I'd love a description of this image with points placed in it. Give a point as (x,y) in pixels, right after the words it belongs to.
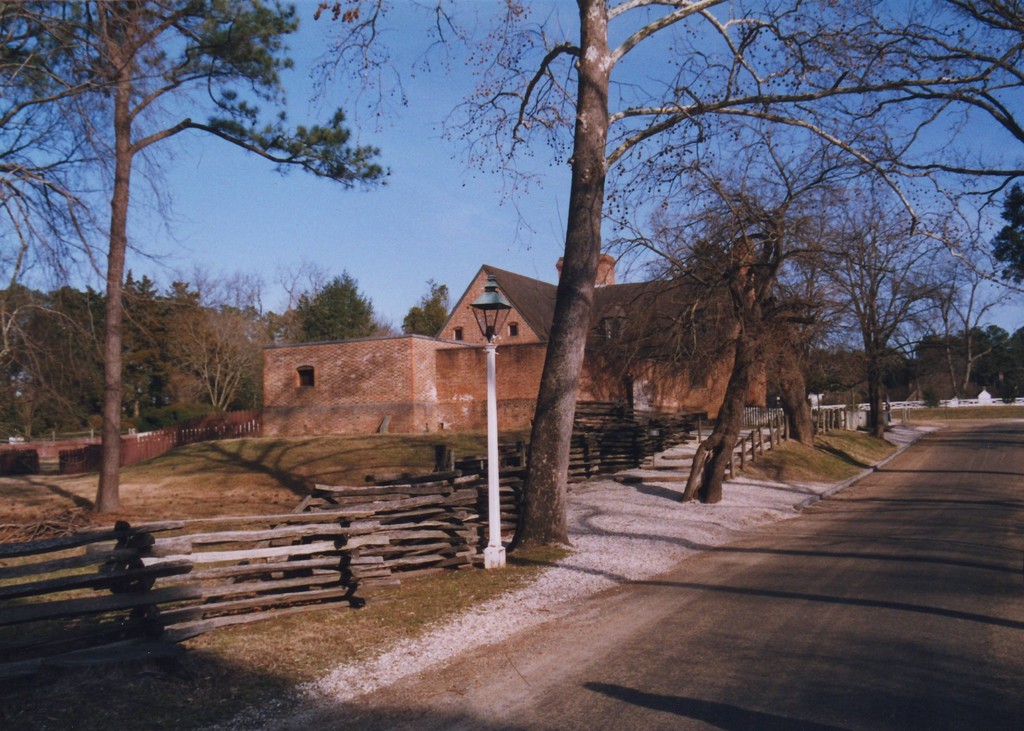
In this image, we can see the house (510,336), walls (484,368), street light (502,311), trees (973,341), fences (130,608), grass (395,468), plants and road (855,563). In the background (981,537), there is the road (1001,538).
